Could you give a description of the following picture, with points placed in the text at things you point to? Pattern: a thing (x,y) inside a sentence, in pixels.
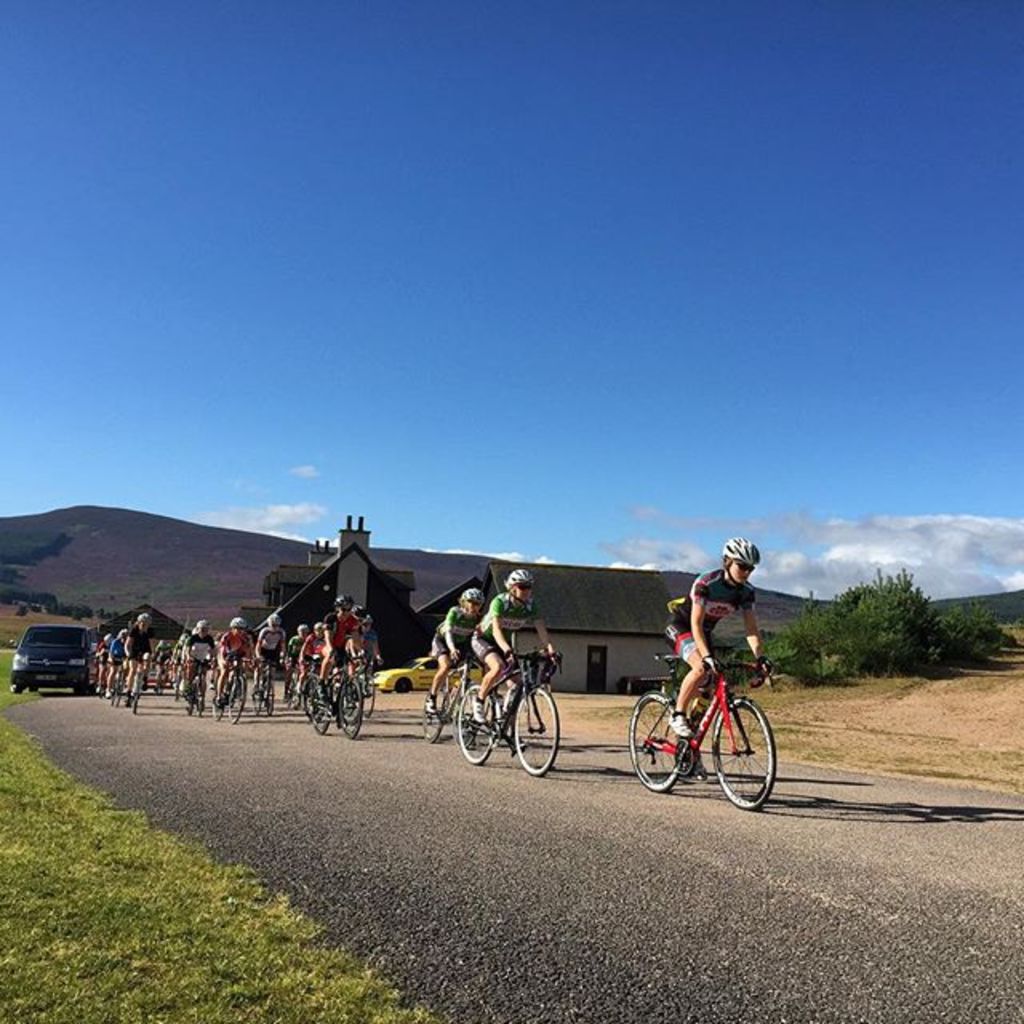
In this picture there are many people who are cycling and the background (393,409) is the sky (397,291).
